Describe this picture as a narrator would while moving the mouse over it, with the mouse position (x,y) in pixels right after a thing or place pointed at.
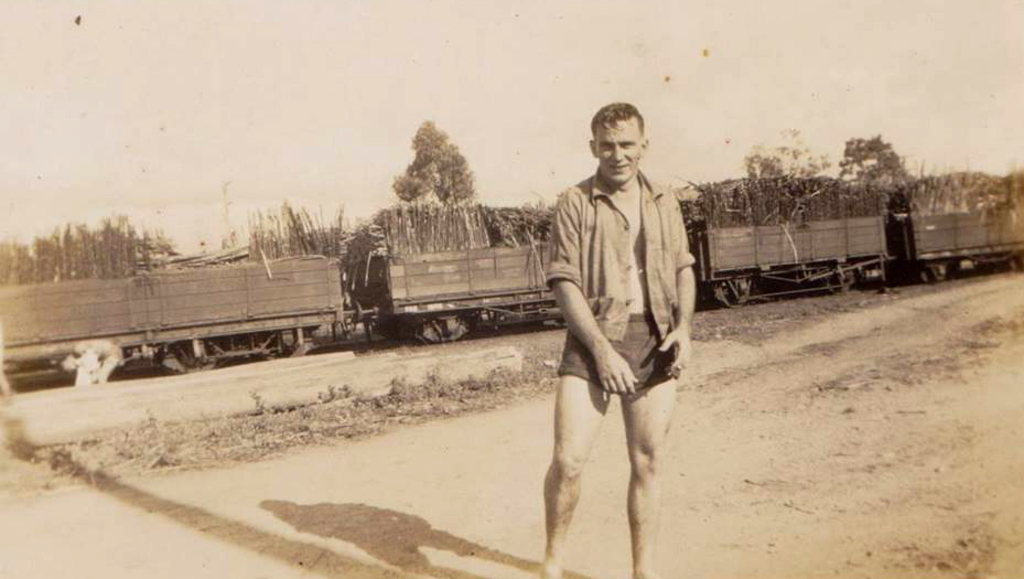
In this image there is a person (603,262) standing and posing for the camera with a smile on his face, behind the person (604,213) there are coaches (533,246) of a train (479,273) with wooden logs (474,241) in it, in the background of the image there are trees (407,172).
